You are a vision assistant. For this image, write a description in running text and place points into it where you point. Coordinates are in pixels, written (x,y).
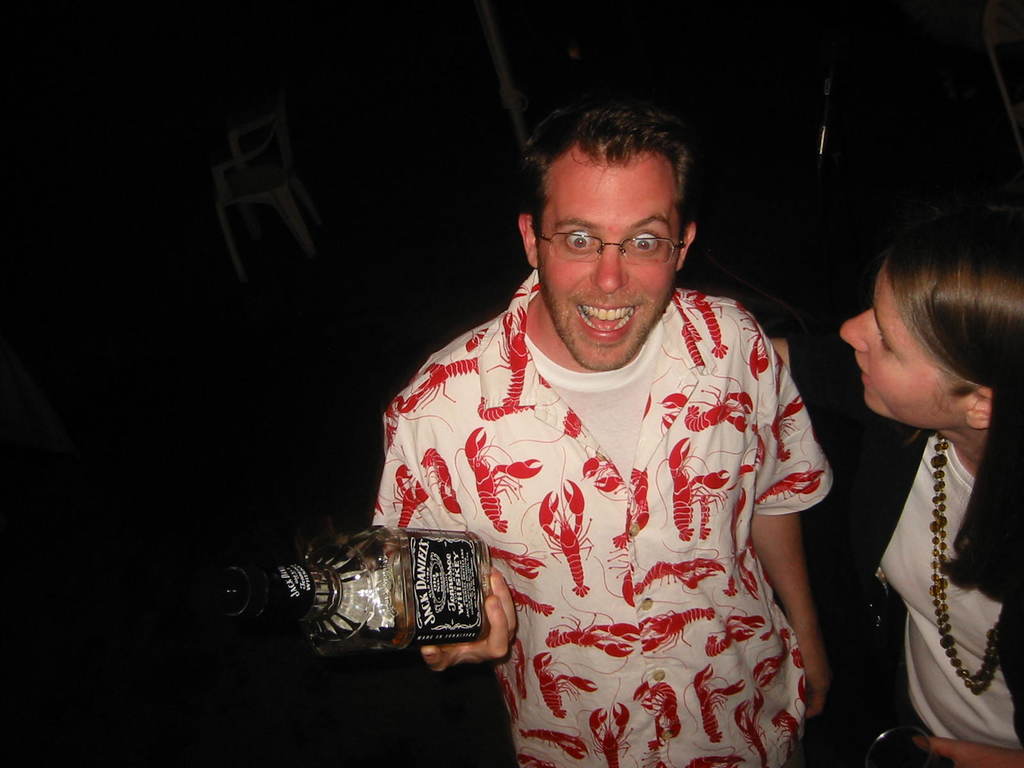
In this image there is a person (576,553) holding a bottle (429,596), there is a person (944,591) truncated towards the right of the image (971,708), there is a chair (254,195), the background of the image (269,205) is dark.
